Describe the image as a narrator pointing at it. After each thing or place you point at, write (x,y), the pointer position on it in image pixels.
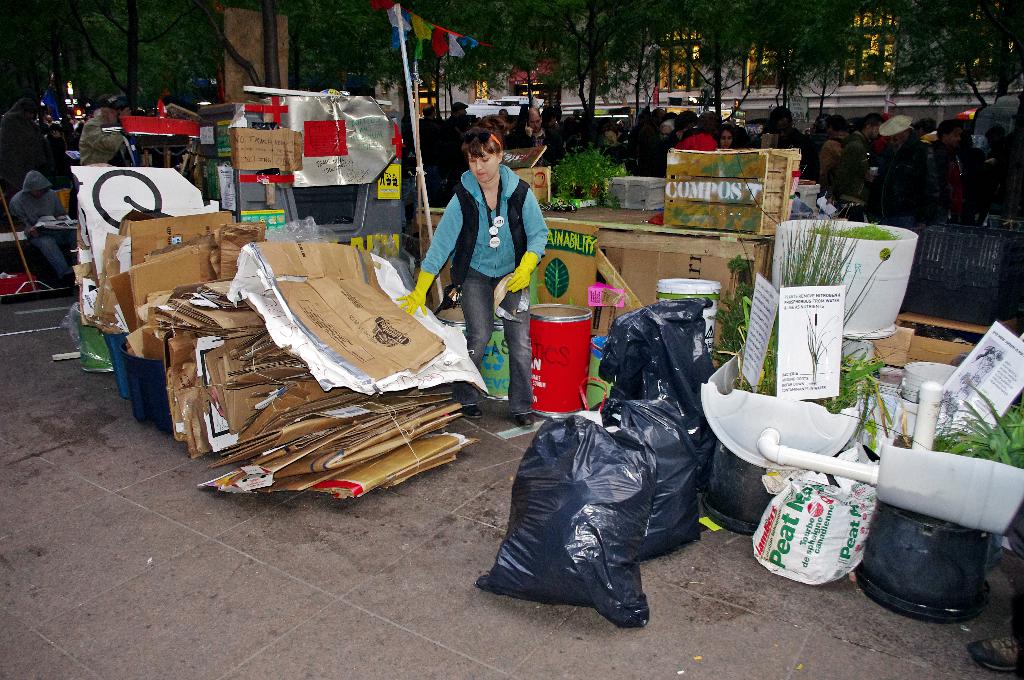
This is the woman (475,245) standing. These are the dustbins (558,340). I can see the garbage sacks (637,456). These are the cardboard boxes (328,325). This looks like a truck (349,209). I can see the plants (831,264). These are the boards (992,374). I can see groups of people (789,133) standing. These are the trees (487,15). Here is a person (48,256) sitting on the bench (29,255). In the background (700,82), this is the building (682,85) with windows (675,73).
